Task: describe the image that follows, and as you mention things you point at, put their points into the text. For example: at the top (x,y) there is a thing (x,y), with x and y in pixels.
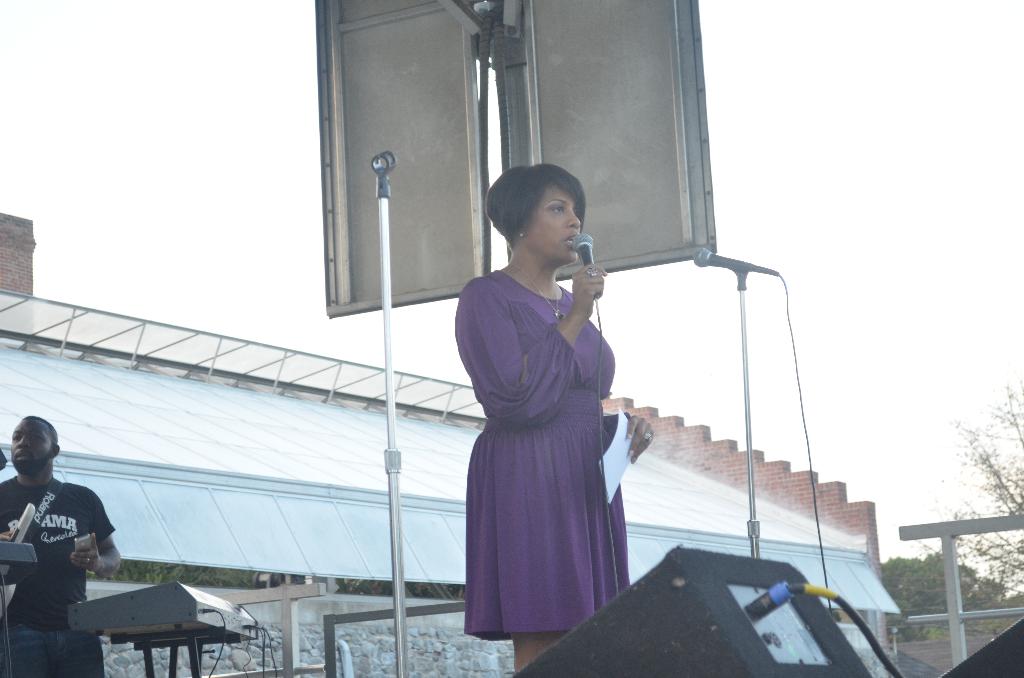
In this image in the front (647,606) there is an object (655,631) which is black in colour. In the center (536,349) there is woman (536,354) standing and holding a paper (611,462) and mic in her hand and speaking and there is a stand (382,192) and there is a mic (775,272) in front of the woman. In the background (68,559) there is a person (59,550) standing and there is an object (182,618) which is black in colour and there is a wall (701,452), there are trees (925,574) and there is a fence (955,573) which is white in colour.
